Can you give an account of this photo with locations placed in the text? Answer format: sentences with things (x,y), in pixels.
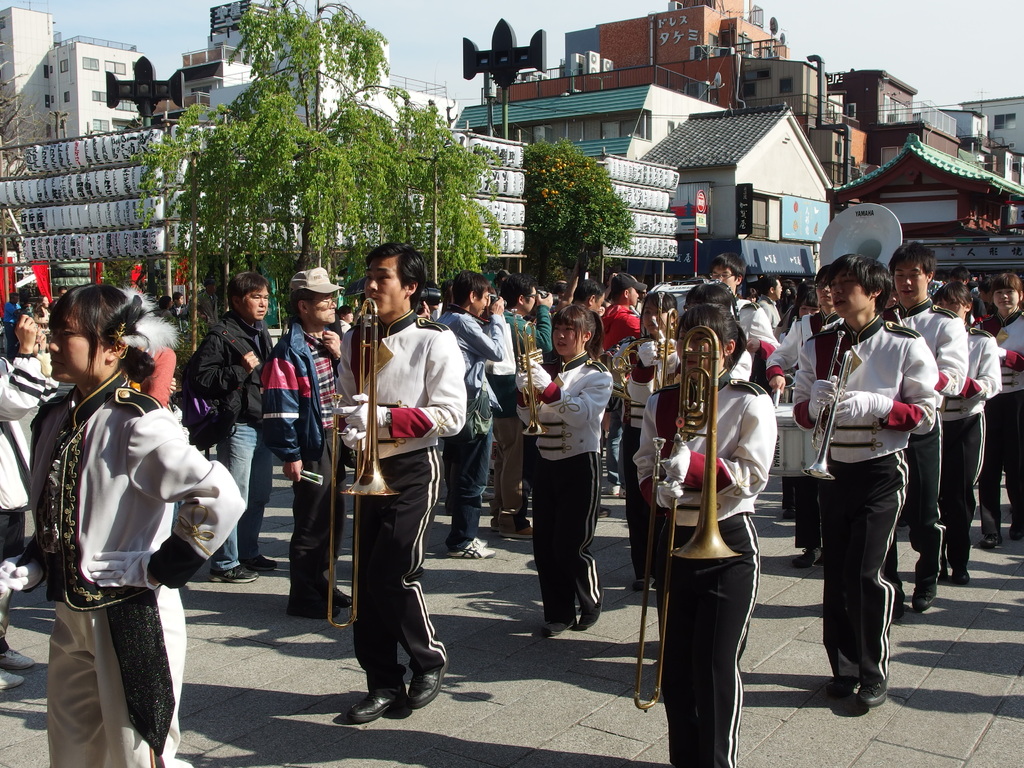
In this image I can see there are few persons (662,301) wearing a white color jacket (979,357) and black color pant (401,598), holding the musical instruments (642,611) standing on the floor (516,670) and some persons (466,321) taking the picture and I can see the building (763,188) and trees (579,211).
